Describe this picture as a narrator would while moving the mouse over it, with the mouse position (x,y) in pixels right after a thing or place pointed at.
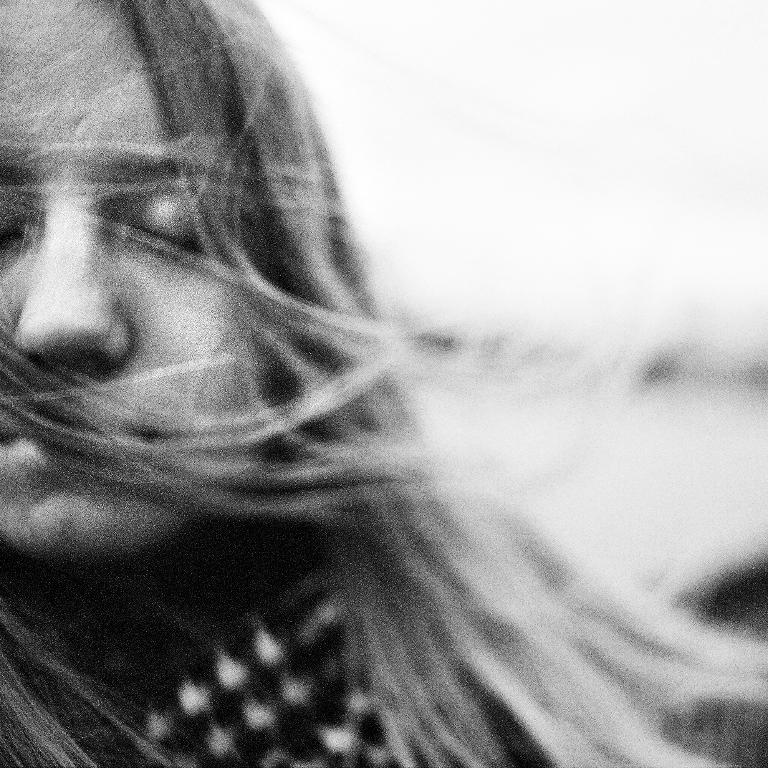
In the image we can see blurred picture of a woman (186,515) wearing clothes (299,590) and the background (611,367) is white.
